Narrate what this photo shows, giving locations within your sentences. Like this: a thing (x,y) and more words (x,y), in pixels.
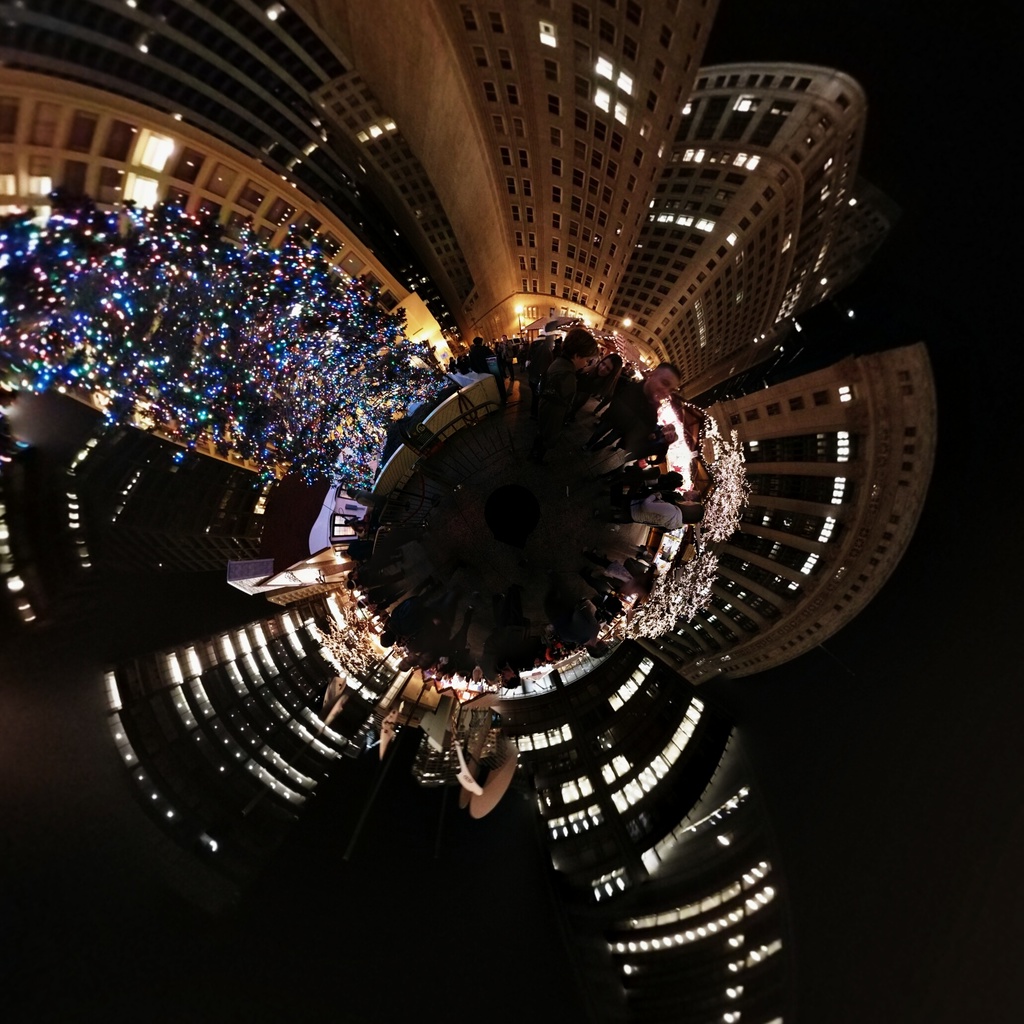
In this image we can see few buildings (523,136) with lights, an object (329,361) looks like tree (190,357) with lights (279,355) and few people (494,656).
